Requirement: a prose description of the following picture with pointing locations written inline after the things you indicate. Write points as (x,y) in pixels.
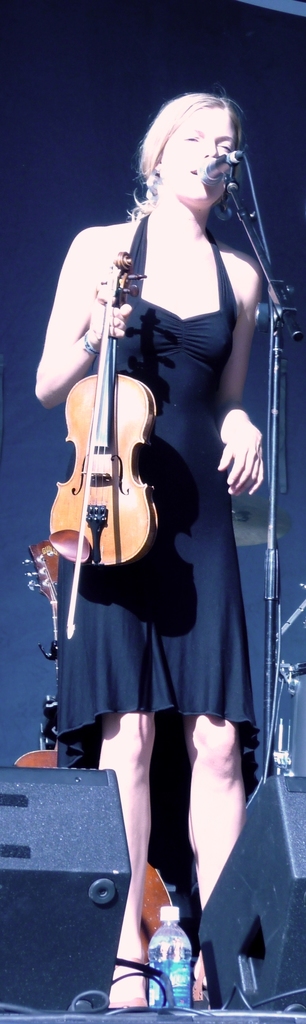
In the image we can see there is a woman (182,447) who is standing and holding violin (84,458) in her hand (121,323) and in front of her there is mic (221,160) with the stand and on the ground (166,1018) there is water bottle (168,968) and there are speakers (81,849).
